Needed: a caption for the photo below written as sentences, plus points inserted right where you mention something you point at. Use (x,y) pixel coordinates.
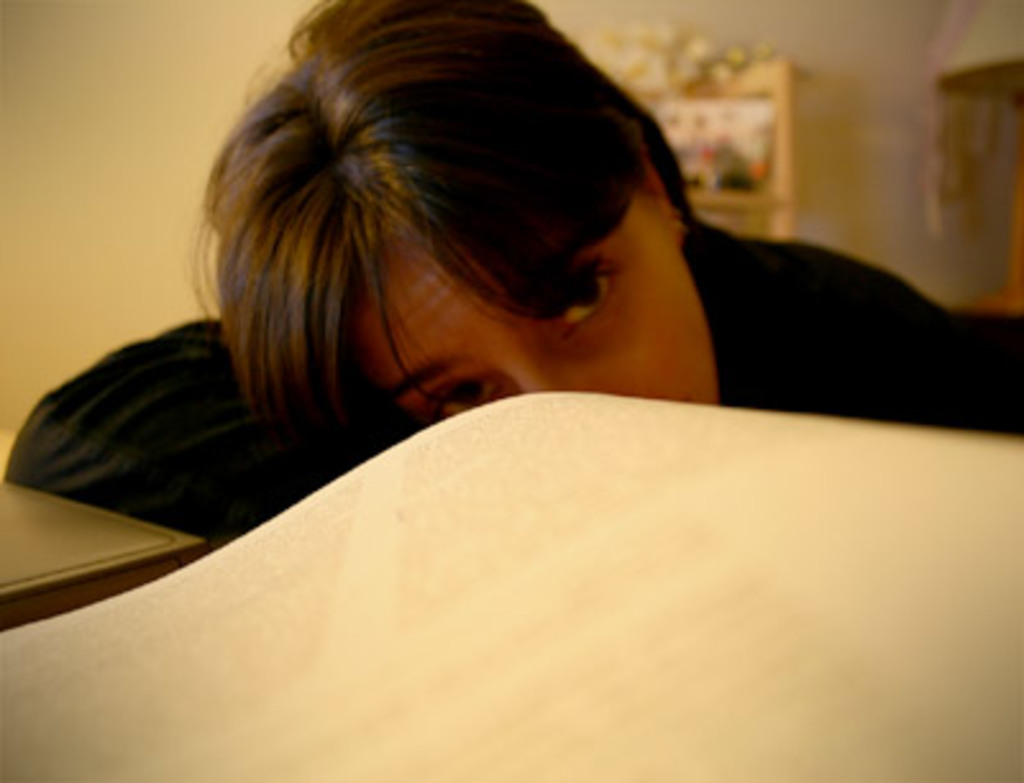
In this image there is a girl (384,281) peeking by keeping her hands (155,444) on the table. On the right side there is a lamp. In the background (114,89) there is a wall (95,113).
